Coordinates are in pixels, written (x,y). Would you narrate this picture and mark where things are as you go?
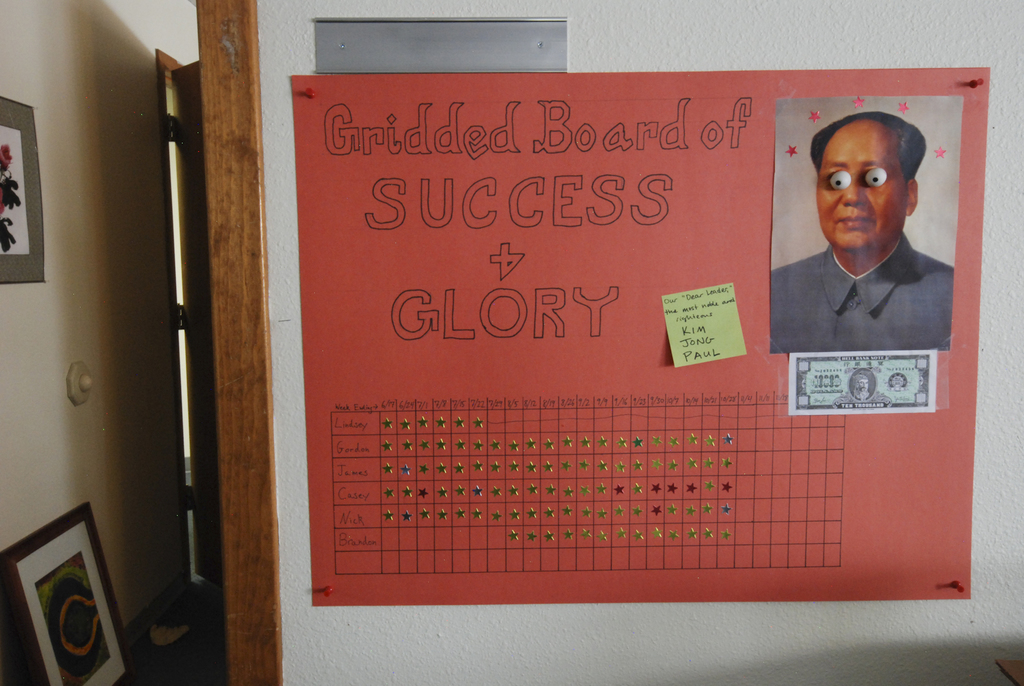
In this image there is a wall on the right side of this image (700,264) and there is one poster (669,230) is attached on the wall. There is a picture (807,262) of a person (850,176) is attached on the wall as we can see on the right side of this image (882,279). There is one frame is attached on the wall (69,209) on the left side of this image (9,145) and there is one another photo frame (71,560) is in the bottom left corner of this image (77,596).
